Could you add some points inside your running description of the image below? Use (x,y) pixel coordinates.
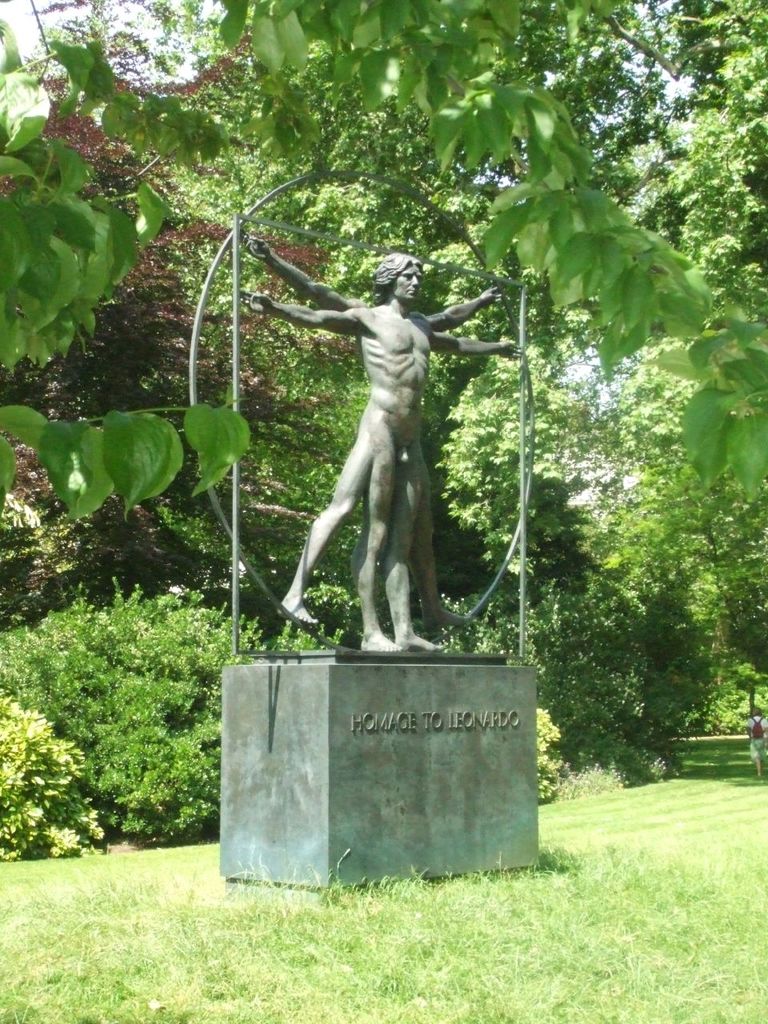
In this image we can see statues (338,325) on a pedestal (408,662). On the ground (294,924) there is grass (683,869). In the background (658,94) there are trees (54,306). On the pedestal (368,696) there is text (451,715).
